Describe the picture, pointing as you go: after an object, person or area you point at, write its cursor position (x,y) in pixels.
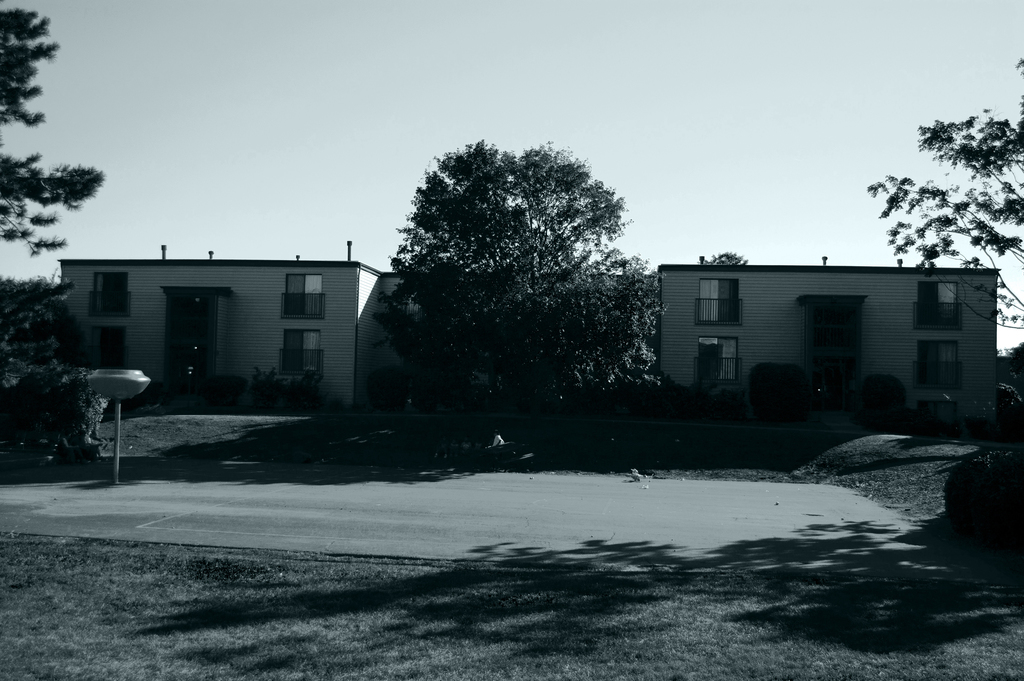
As we can see in the image there are buildings (773,330), trees (543,306), plants (209,384) and on the top (488,128) there is sky (458,145).
